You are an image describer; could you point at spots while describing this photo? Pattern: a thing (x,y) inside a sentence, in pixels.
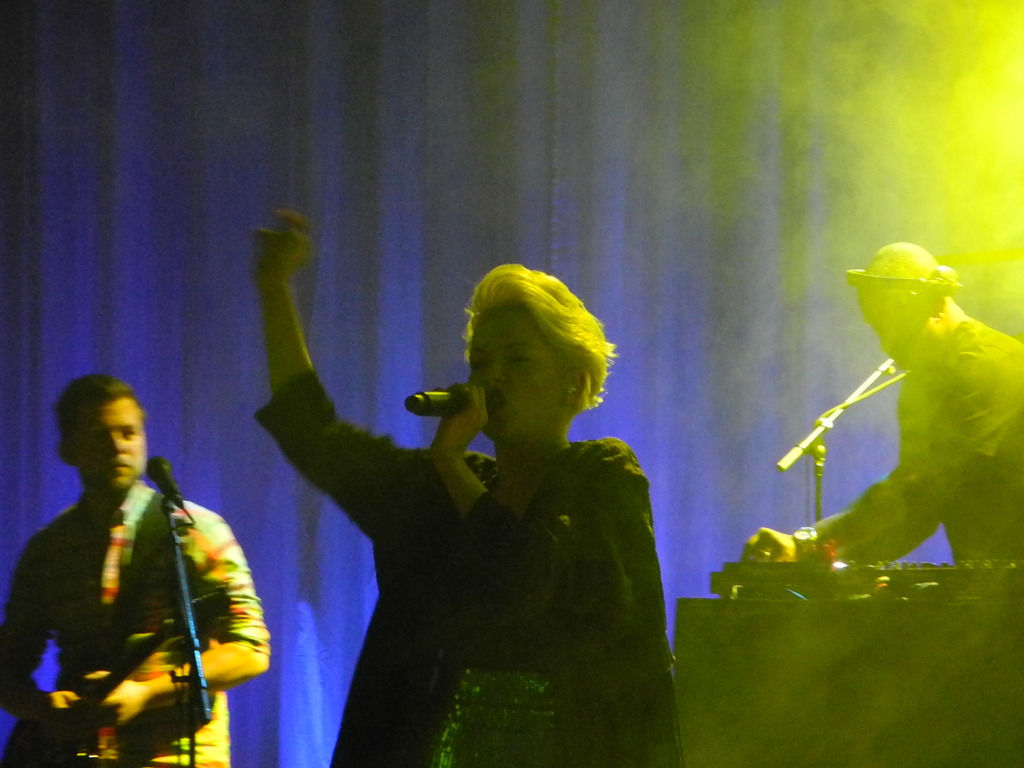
I can see a blue color curtain (483,162) and smoke (918,133) and also three persons (910,296) towards right (968,436) there is a person (968,436) who is playing an instrument (883,561) and middle women (597,451), She is singing towards left (215,539) there is a guy (114,415) who is playing an instrument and watching a women (493,432) after that i can see a mike (798,448).
